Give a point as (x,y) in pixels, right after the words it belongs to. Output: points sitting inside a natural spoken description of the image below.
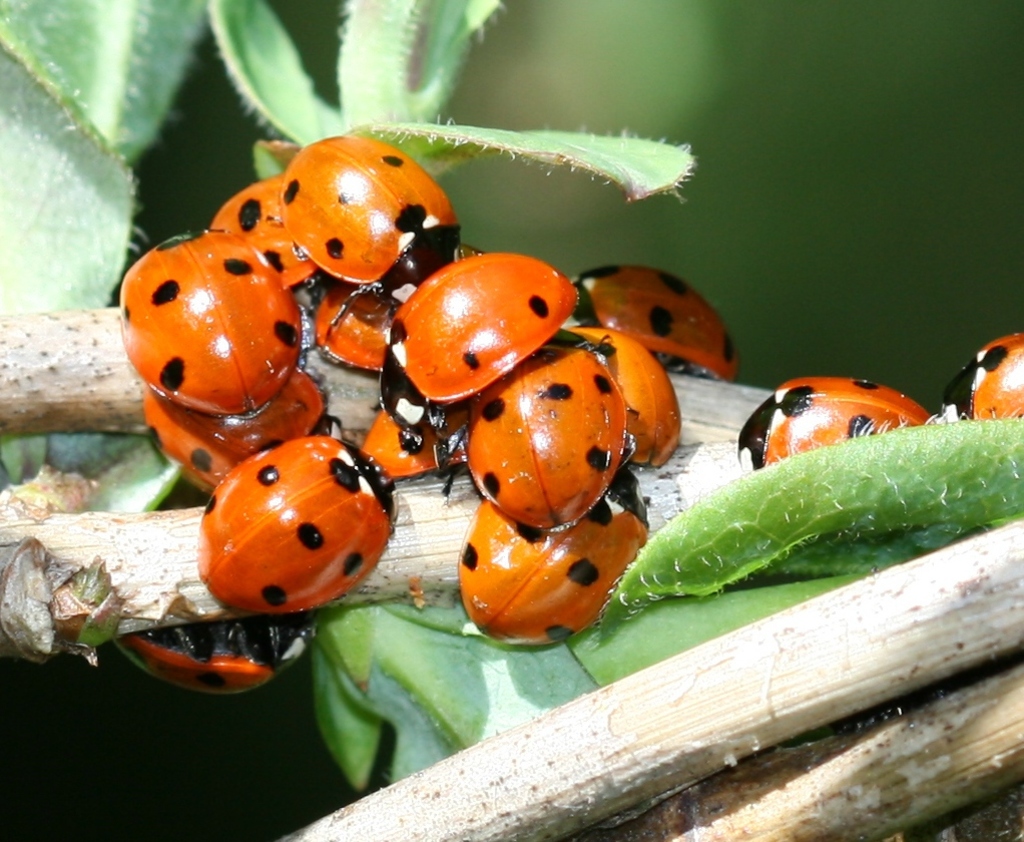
In this image I can see some insects (235,424) which are in orange color and I can see black color marks (265,473) on that. These are placed on a plant (121,101). I can see the leaves (760,529) in green color and the stems (657,725) in white color. The background (792,179) is blurred.
